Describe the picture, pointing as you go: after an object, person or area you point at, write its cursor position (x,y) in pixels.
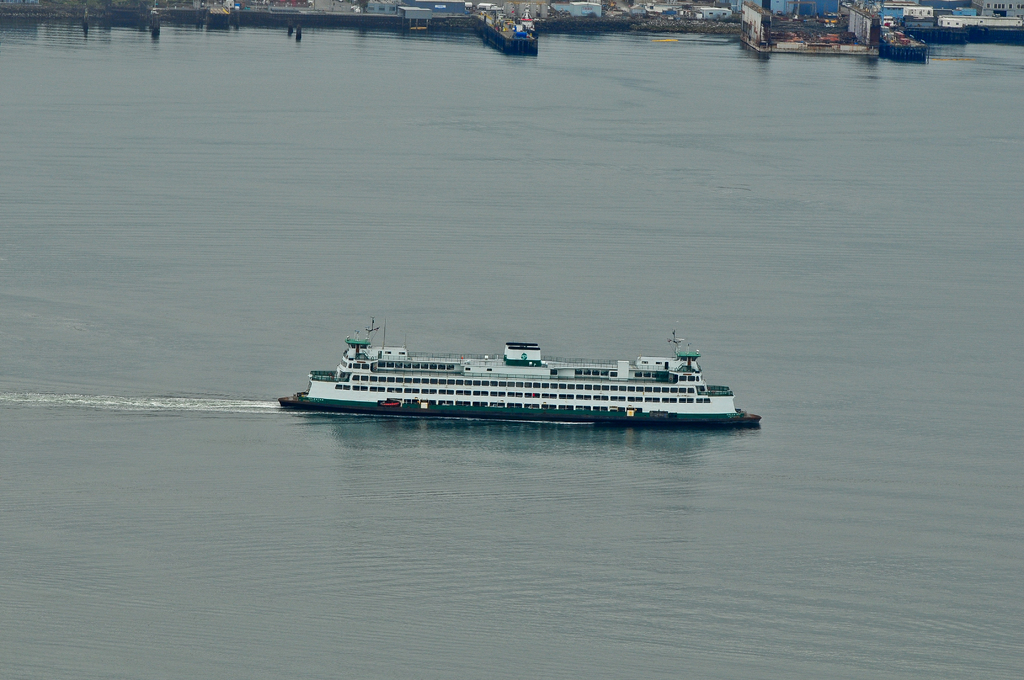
In this image I can see the ship (339,397) on the water (454,477). I can see the ship (475,391) is in white and green color. In the background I can see many buildings (725,13).
